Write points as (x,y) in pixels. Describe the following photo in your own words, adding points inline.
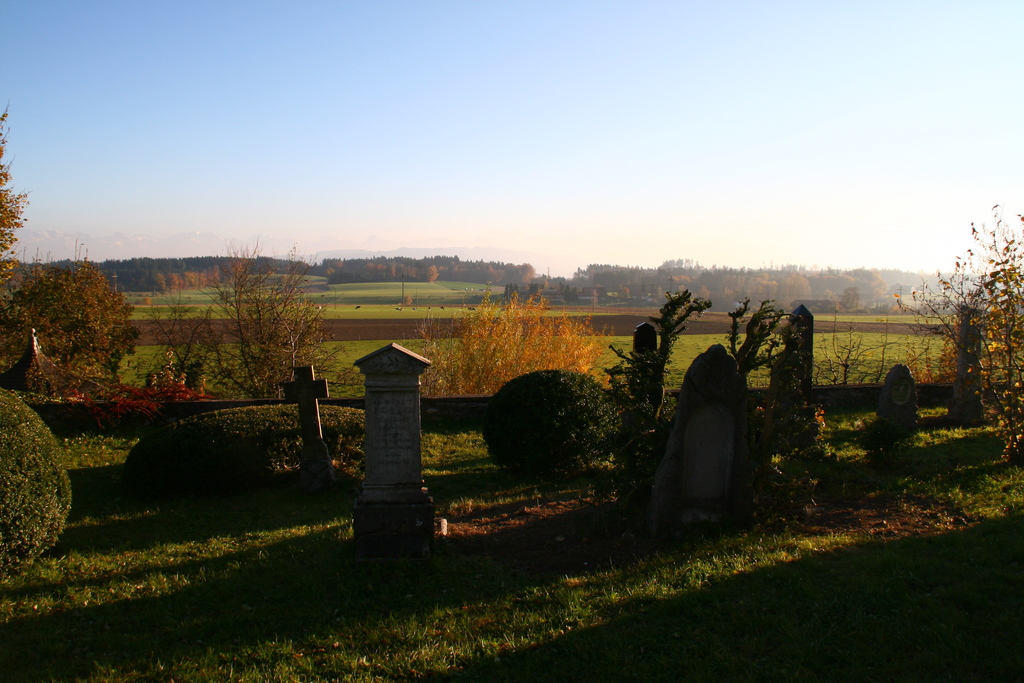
This image is taken outdoors. At the top of the image (444,117) there is a sky (724,125). At the bottom of the image (199,635) there is a ground (168,606) with grass (633,605) on it. In the middle of the image (360,437) there are many trees (1005,337) and plants (23,490) on the ground (82,504) and there are a few tombstones (391,443) and cross symbols (314,446) on the ground (559,496).
